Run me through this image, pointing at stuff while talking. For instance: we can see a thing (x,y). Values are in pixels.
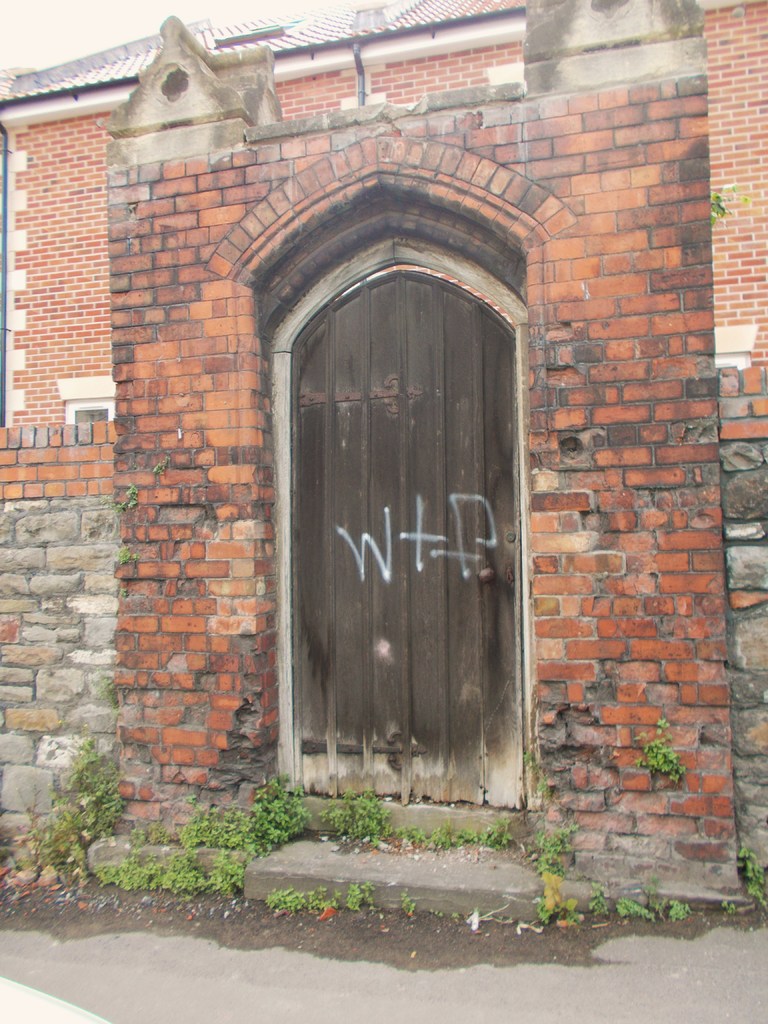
In this image we can see a building (499,94) with door (458,487), pipes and roof (510,4). In the foreground of the image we can see some plants (553,865). At the top of the image (47,11) we can see the sky (119,15).
